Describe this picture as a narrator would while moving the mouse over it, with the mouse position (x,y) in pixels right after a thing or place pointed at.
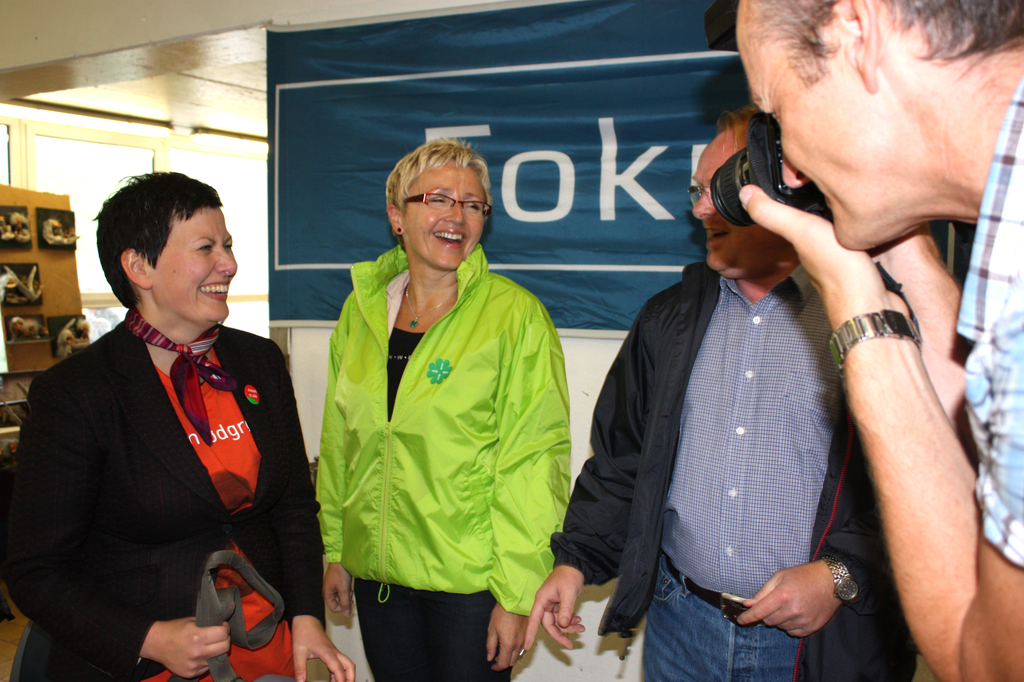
In this image we can see two women (432,390) and two men (880,412) standing. We can also see the woman (128,585) holding the bag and smiling. In the background (497,126) we can see the banner (581,162) with the text (572,181) attached to the plain wall (391,7). We can also see the board (42,257) with some objects (51,235). On the right (812,123) we can see the person (875,185) holding the camera (769,151).
